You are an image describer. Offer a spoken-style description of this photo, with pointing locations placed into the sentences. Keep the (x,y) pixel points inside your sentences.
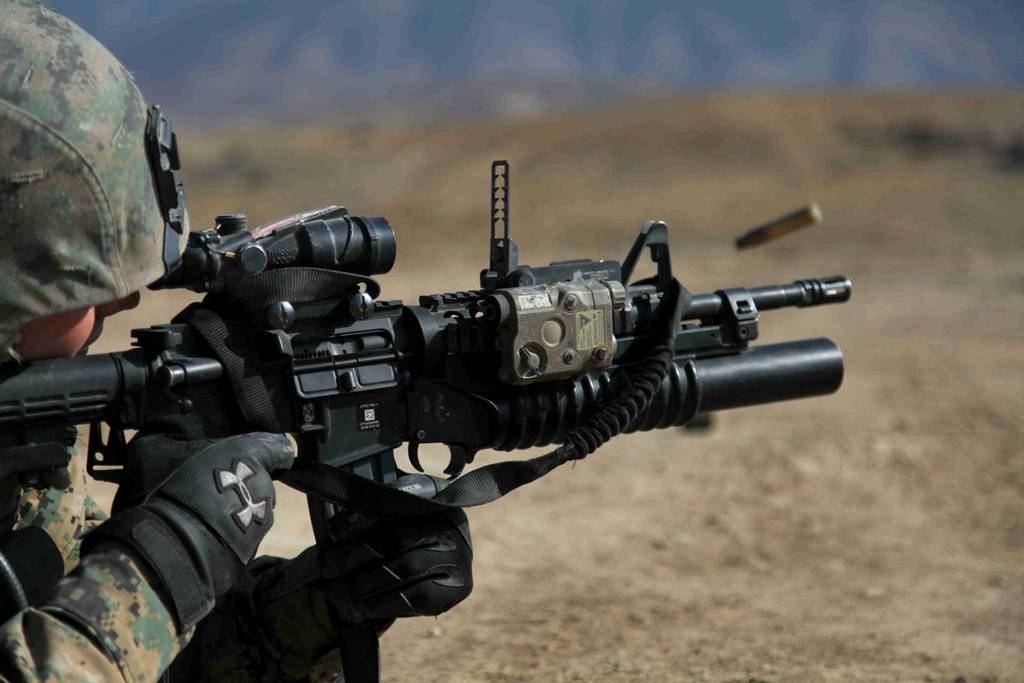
In this image there is an army personnel (151,179) holding a gun (455,353) is firing at something.
